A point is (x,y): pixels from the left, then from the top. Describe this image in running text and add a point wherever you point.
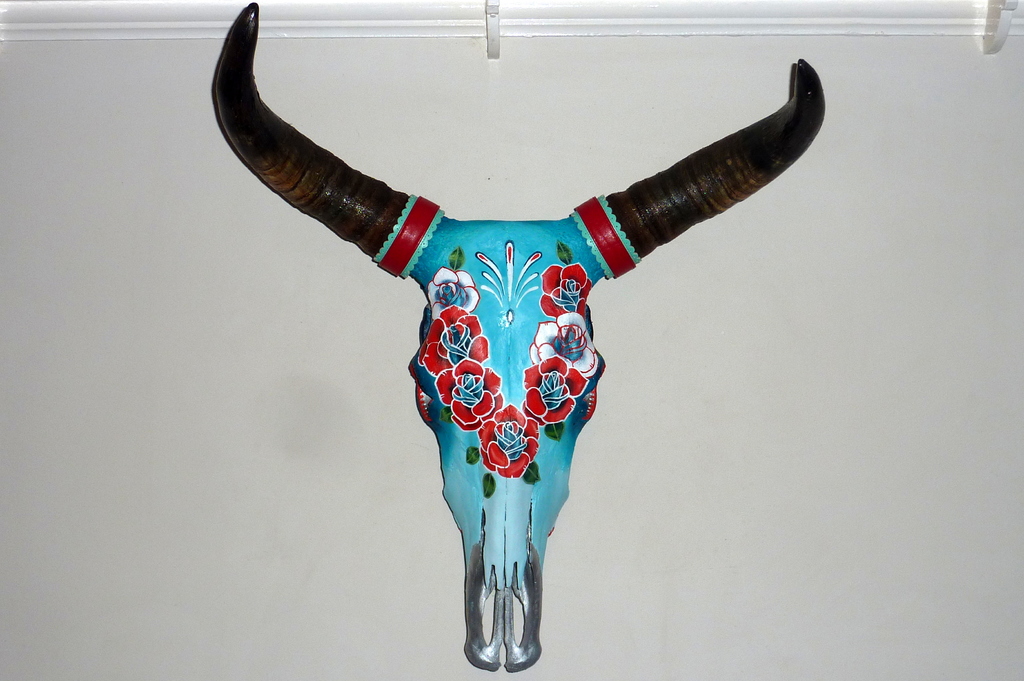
In this image we can see the bull skull (434,427) with painting (490,334) attached to the white wall (654,295) and two objects (493,28) attached to the wall (248,536) at the top of the image (1003,20).
